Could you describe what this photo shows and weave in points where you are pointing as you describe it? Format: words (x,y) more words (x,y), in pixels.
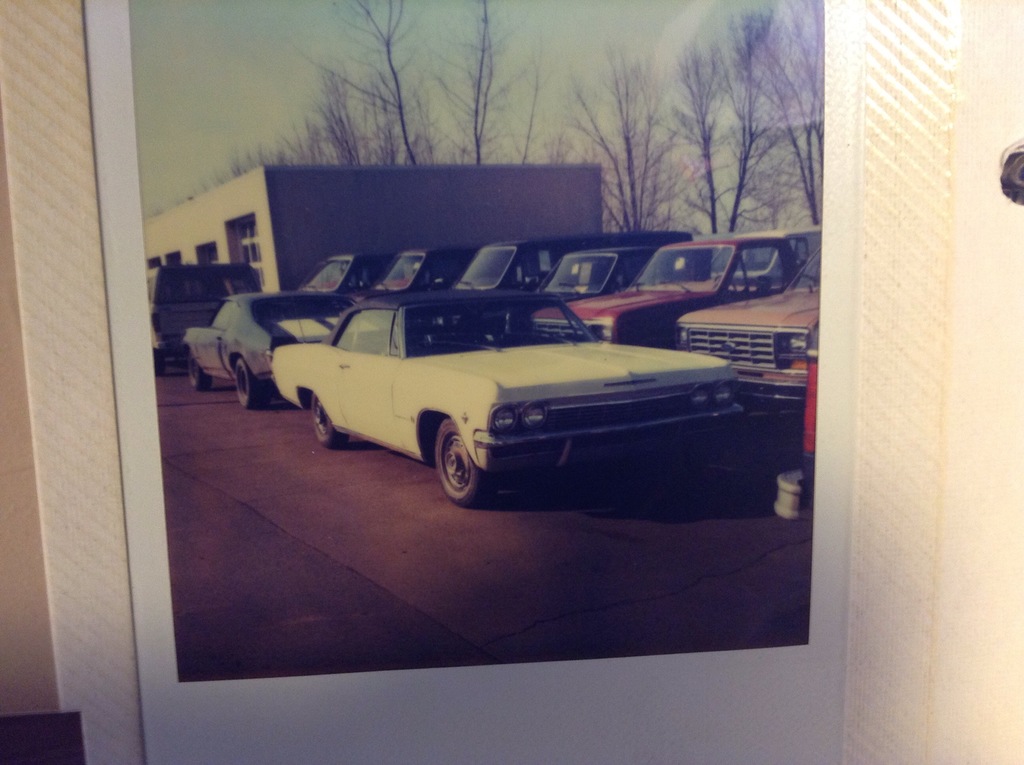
In this image there is a picture frame (408,722) with a picture (300,418) of a house (377,195), few trees (632,142) and many cars (477,408).
